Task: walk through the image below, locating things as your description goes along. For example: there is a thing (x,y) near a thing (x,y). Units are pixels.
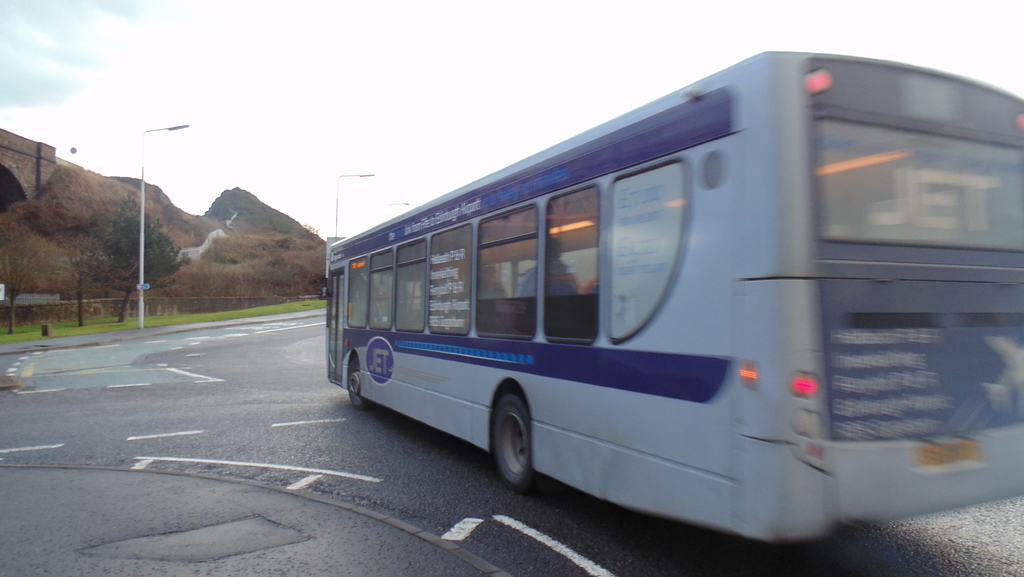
In this image there is a bus (495,272) on a road (256,391), in the background (381,195) there light poles (139,306), trees (17,283), mountains (133,188) and the sky (351,88).
